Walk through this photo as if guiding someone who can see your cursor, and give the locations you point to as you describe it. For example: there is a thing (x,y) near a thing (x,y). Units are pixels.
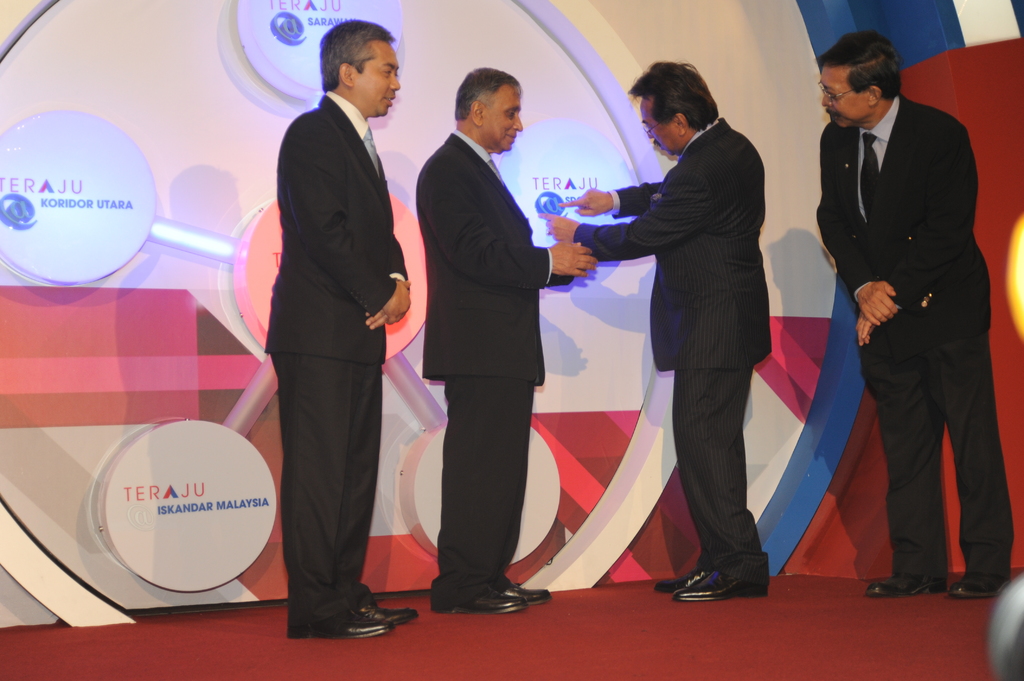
In this image there are four people (731,302) wearing black suit (440,257). This person (700,209) is pointing to a board (553,164). In the background (153,178) there is wall (416,426) on it there are lights (113,149). On the floor (355,647) there is carpet (548,649).
